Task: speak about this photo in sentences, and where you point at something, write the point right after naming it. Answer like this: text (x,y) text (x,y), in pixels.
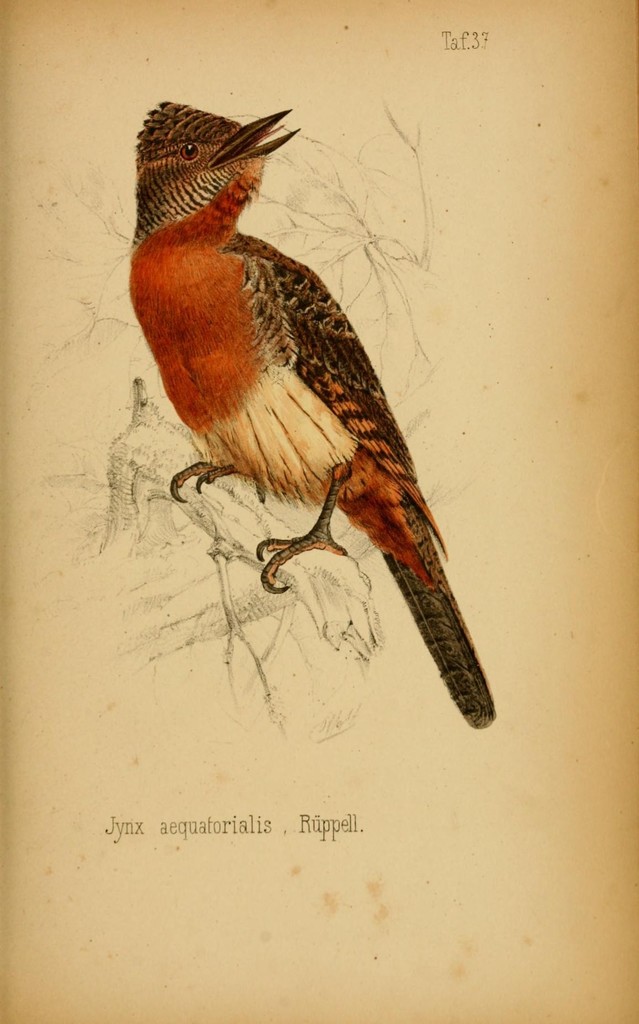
In this picture we can see art (327,574) on the paper (377,690).
